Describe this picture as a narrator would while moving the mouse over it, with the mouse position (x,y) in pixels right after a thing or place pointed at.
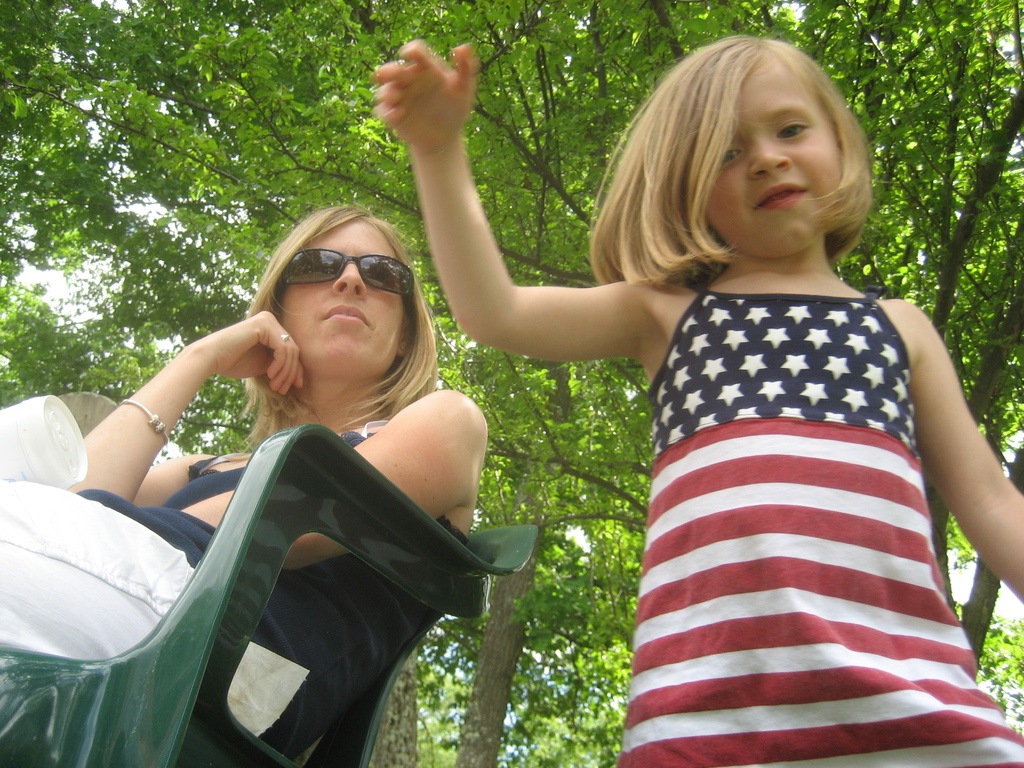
In the image there is a woman (189,508) and a kid (694,524), behind them there are trees (446,354).
